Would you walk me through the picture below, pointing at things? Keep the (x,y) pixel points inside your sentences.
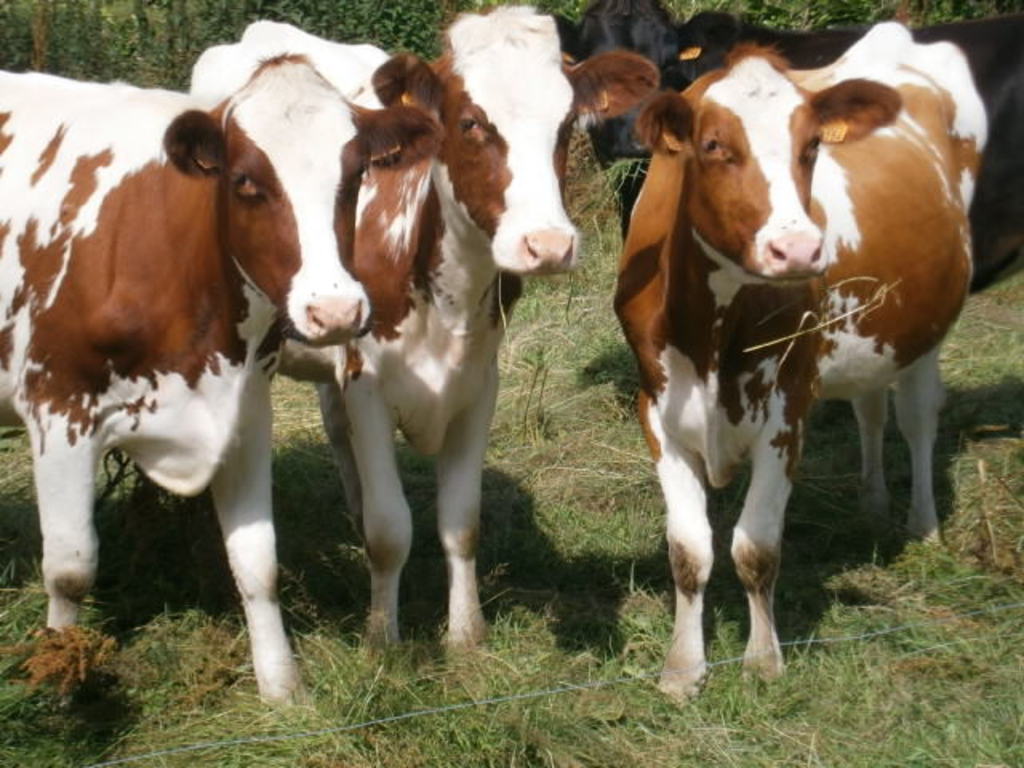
In this image I can see the cows (615,148). At the bottom (455,685), I can see the grass (562,670) on the ground (552,586). In the background (380,3) there are many trees (174,19).
